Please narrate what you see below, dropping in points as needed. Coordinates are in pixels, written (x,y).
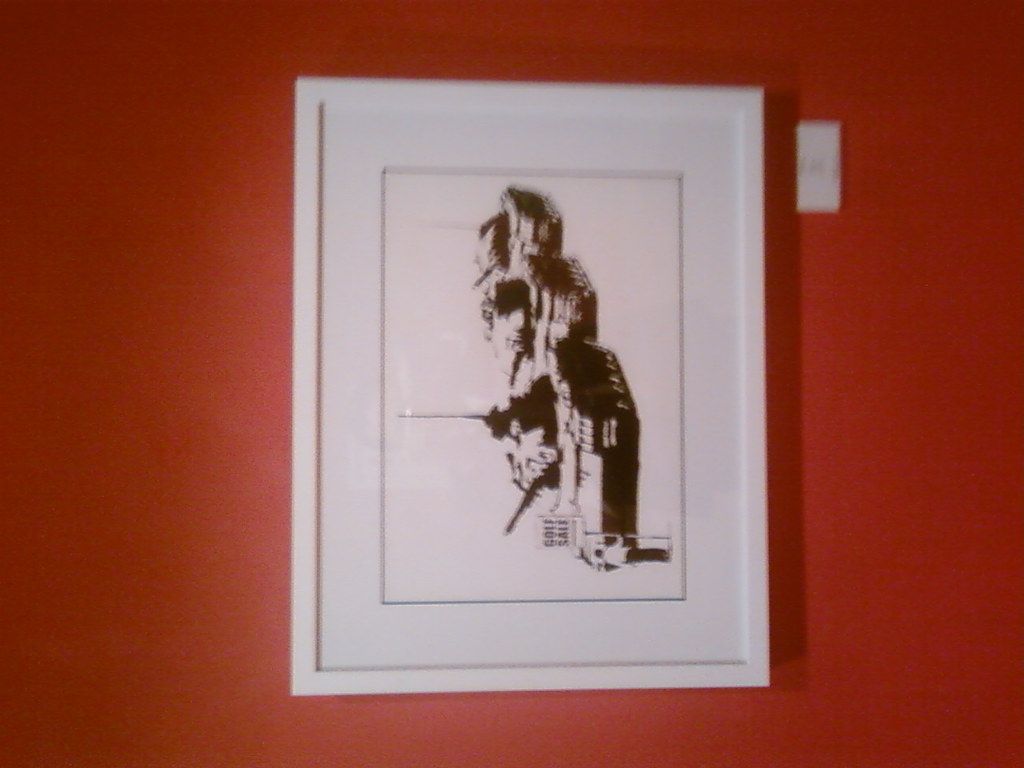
In this image I can see the frame (336,537) attached to the red color surface (268,322) and the frame (372,613) is in white color.
